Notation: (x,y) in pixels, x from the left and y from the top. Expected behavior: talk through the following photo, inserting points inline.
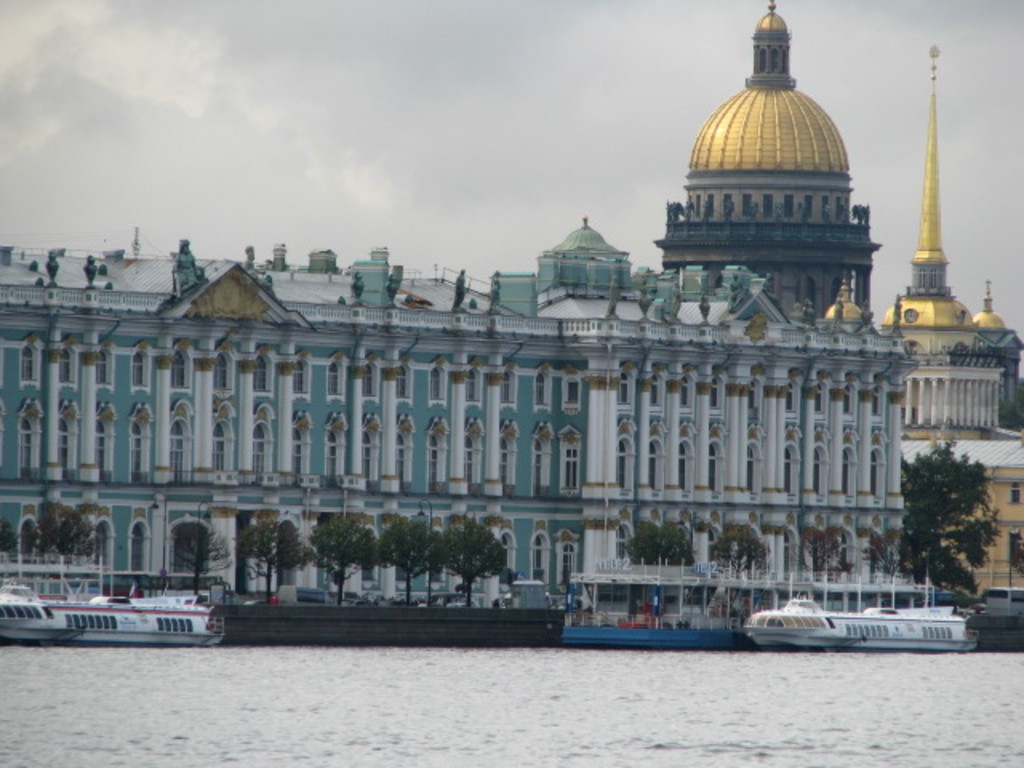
In this image we can see a few ships (590,630) on the water (433,701), there are some buildings (712,388), windows (685,381), trees (480,533), flags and poles (201,516), in the background (260,128) we can see the sky (339,132).
